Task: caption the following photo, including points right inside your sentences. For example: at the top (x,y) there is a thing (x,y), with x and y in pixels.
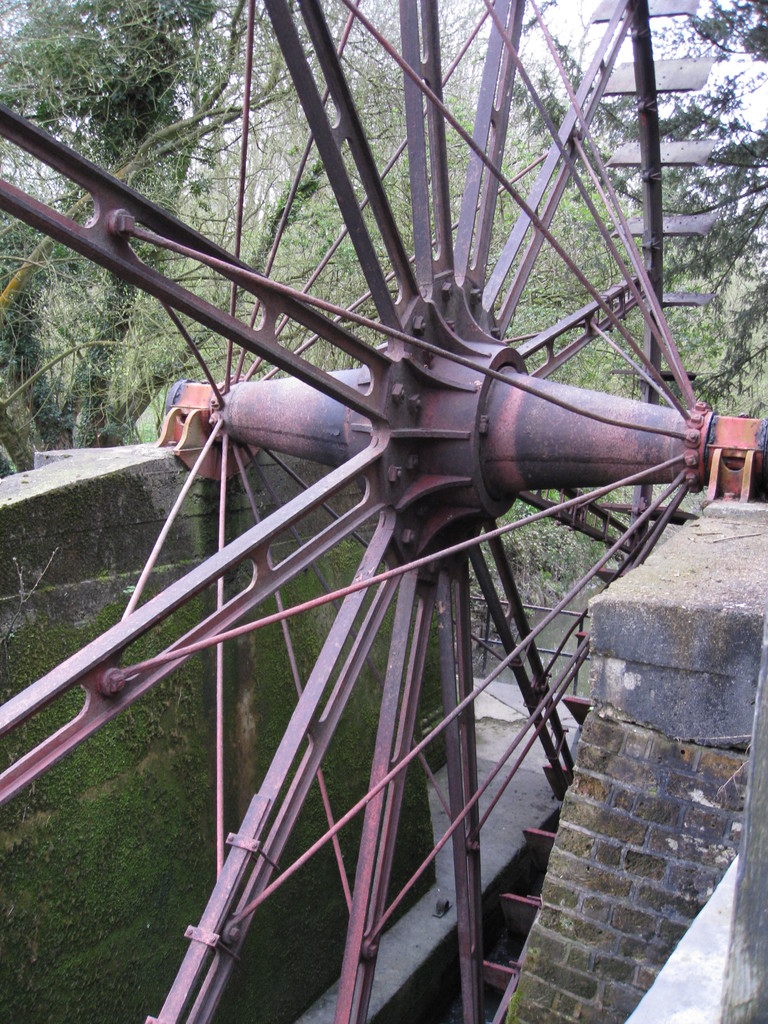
In this picture I can see there is a huge wheel (606,477), it has iron frames (331,631) and it is placed in between these two walls (55,597) and there are trees (391,169) in the backdrop (136,329) and the sky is clear.
